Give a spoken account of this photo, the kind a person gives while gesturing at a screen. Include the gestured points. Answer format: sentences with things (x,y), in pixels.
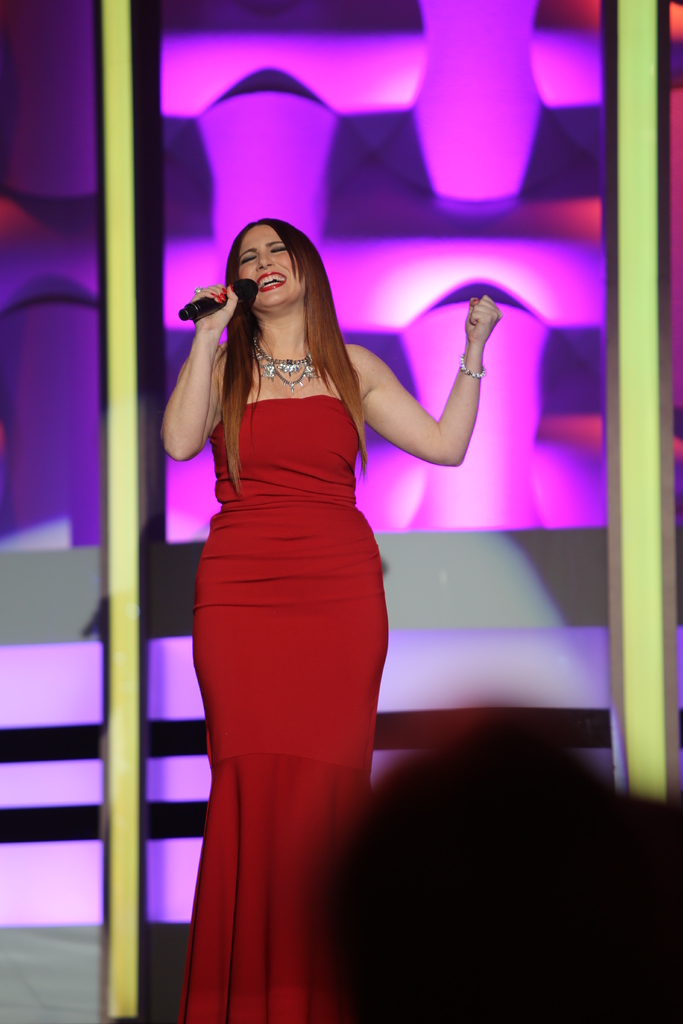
In this image, in the middle (327,508), we can see a woman (259,532) wearing a red color dress (316,463) and holding a microphone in her hand (196,326). In the right corner (460,907), we can see an object (418,954). In the background (193,138), we can see a screen (588,565) with some lights (261,158).
